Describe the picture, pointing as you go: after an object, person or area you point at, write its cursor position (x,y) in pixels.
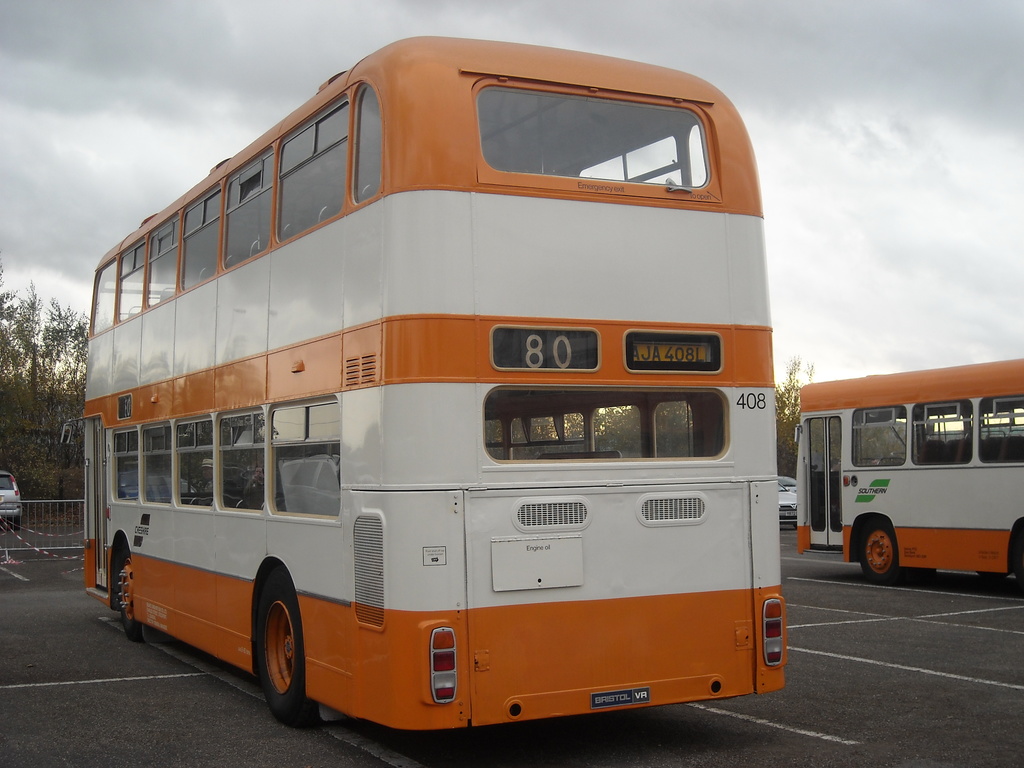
In this image we can see some vehicles (546,286) on the road (850,697) and there is a fence (79,536) and in the background (32,393), we can see some trees (13,387). We can see the sky (171,131) with clouds (171,131) at the top (171,131).
